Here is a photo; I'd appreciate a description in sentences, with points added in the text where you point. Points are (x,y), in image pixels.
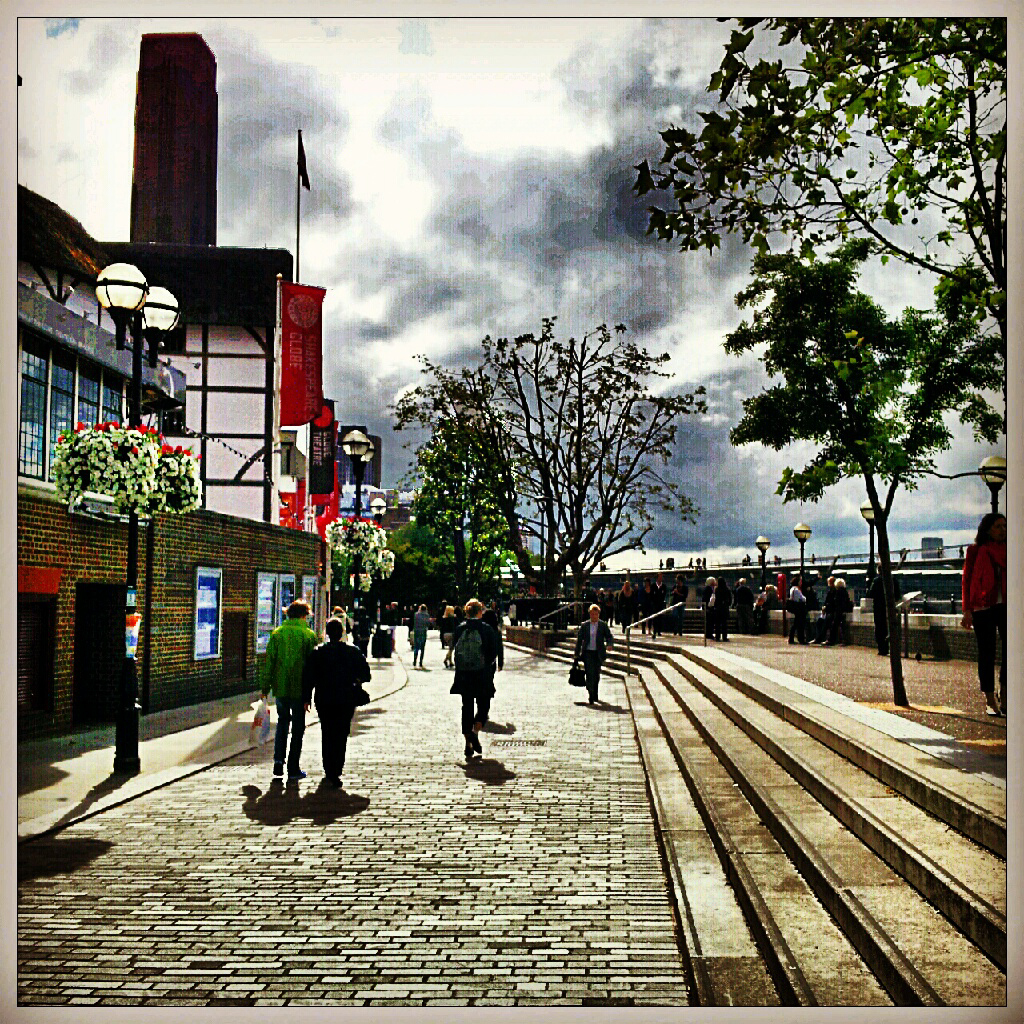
This is an edited image. On the right side (825,853) there are few stairs (823,826). On the left side (290,673) few people (339,672) are walking on the ground (373,721) and there is a light pole (125,617) on the footpath (95,767). In the background (511,483) there are trees (451,546) and buildings (251,481) and also I can see few people (706,580). At the top of the image (479,193) I can see the sky (451,164).
